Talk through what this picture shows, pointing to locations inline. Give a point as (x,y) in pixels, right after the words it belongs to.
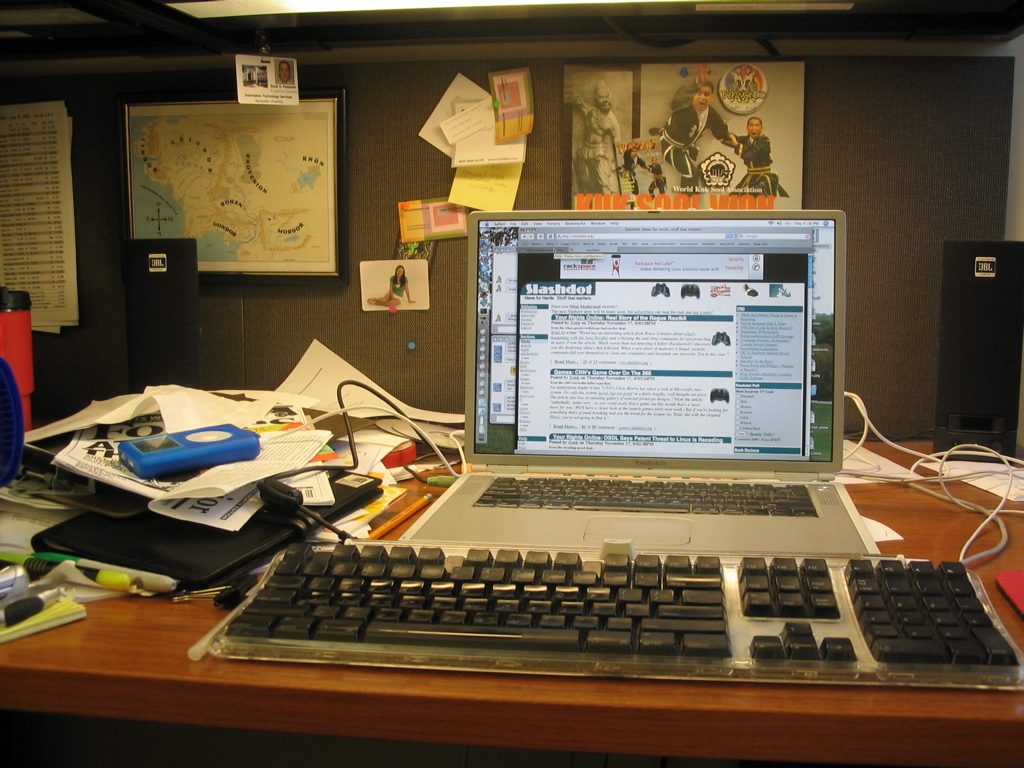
This is a wooden table (115,609). This is a laptop (497,457) and this is a keyboard (673,587). There is a map (153,216) onto the wall (356,273) on the left side (319,269). There are two speakers (139,323) one is on the left (171,319) and other one is into the right side (981,321).
